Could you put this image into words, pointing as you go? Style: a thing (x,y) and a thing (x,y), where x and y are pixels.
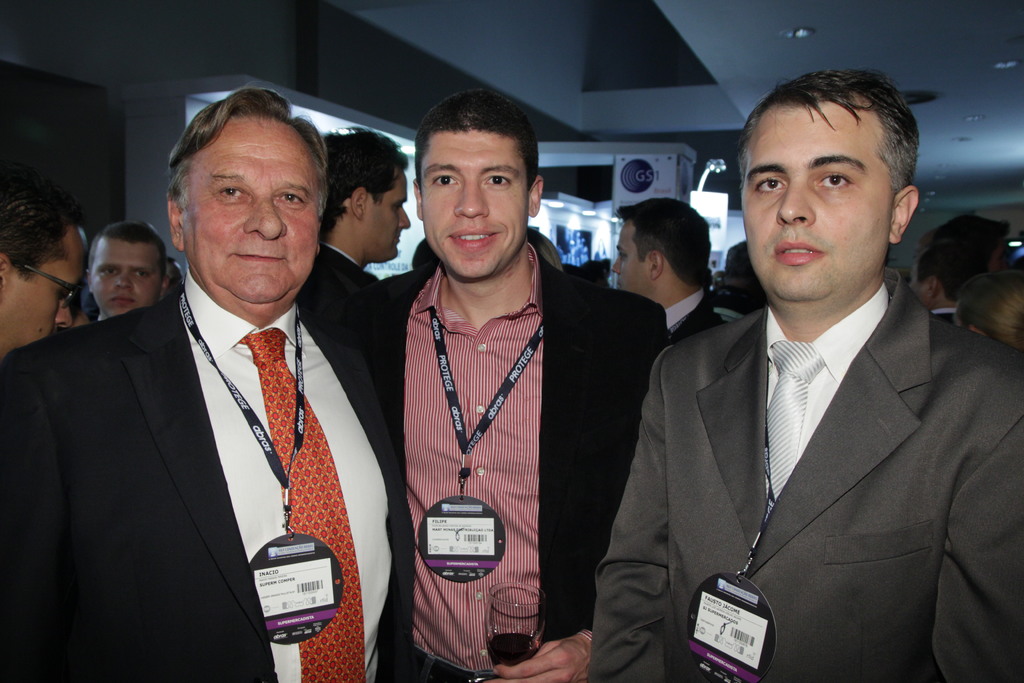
In the picture there are many people (499,277) in a room (138,202), the first three people (372,416) were posing for the photo, they are wearing blazers (30,433) and id cards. The middle person (476,580) is holding a glass (522,628) with his hand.
